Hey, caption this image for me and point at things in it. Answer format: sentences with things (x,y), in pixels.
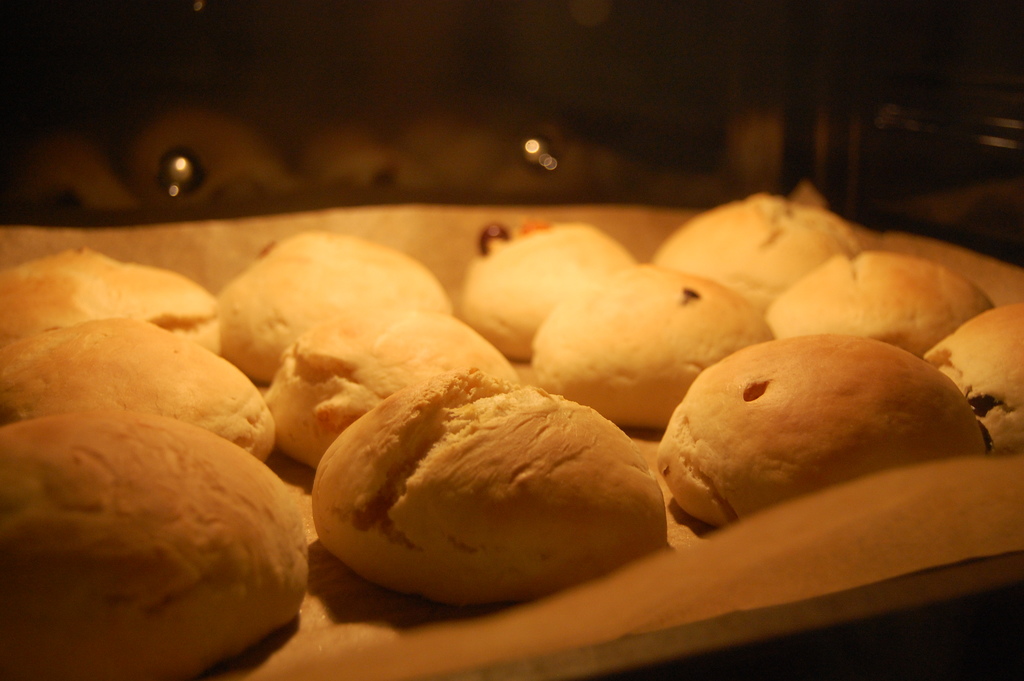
In this picture we can see a tray (776,614), there is some food (732,424) present in the tray (824,617), we can see a blurry background (894,61).
